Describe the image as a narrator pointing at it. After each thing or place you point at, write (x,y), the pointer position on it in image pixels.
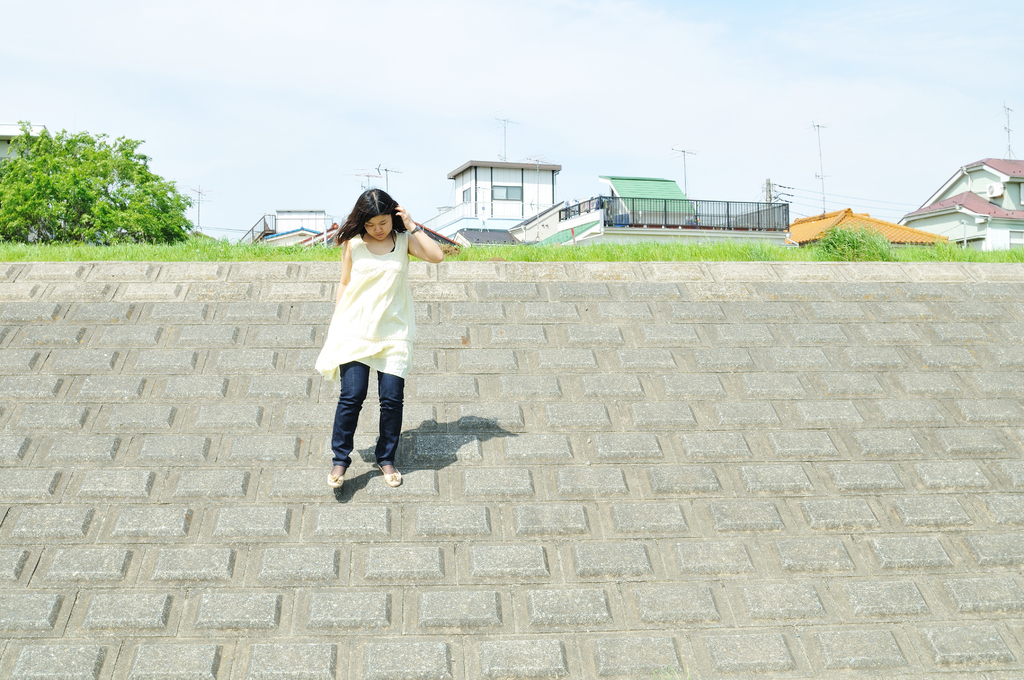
In this image in the center (403,297) there is one women (371,310) who is walking, at the bottom (445,599) there is a floor (822,365) and in the background (56,191) there are some houses (930,211), trees (91,220), poles (815,177) and some wires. On the top of the image (274,80) there is sky (555,103).
